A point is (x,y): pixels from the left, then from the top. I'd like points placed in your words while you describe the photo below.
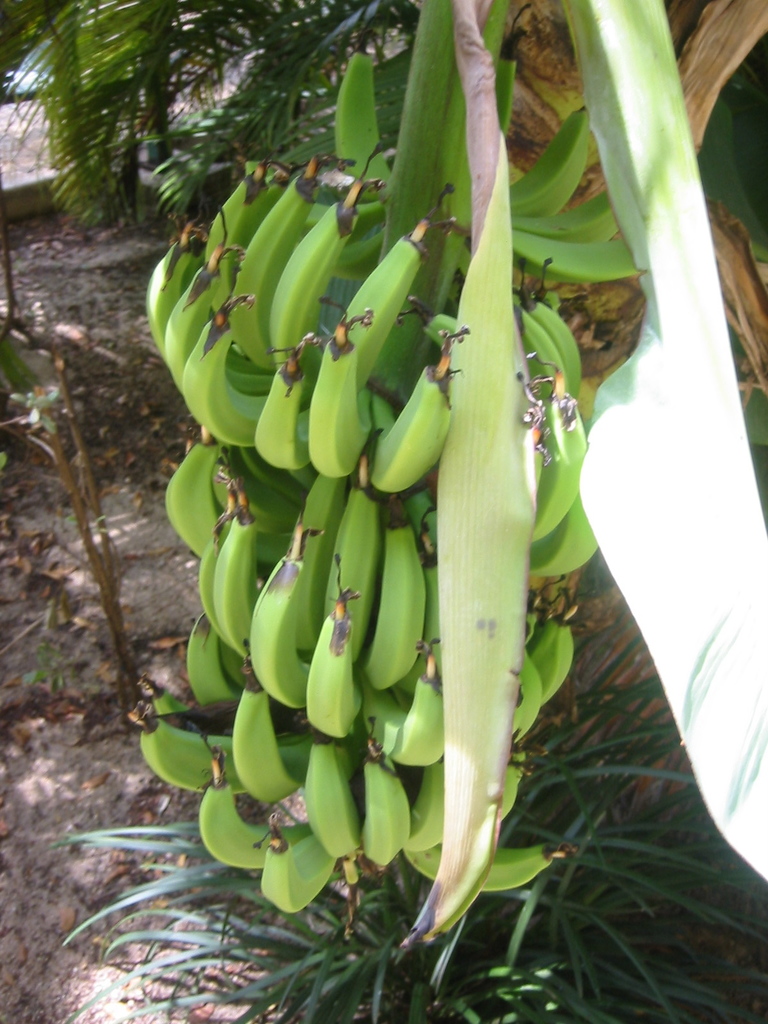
In this picture there are bananas (388,458) in the center of the image (397,501).
